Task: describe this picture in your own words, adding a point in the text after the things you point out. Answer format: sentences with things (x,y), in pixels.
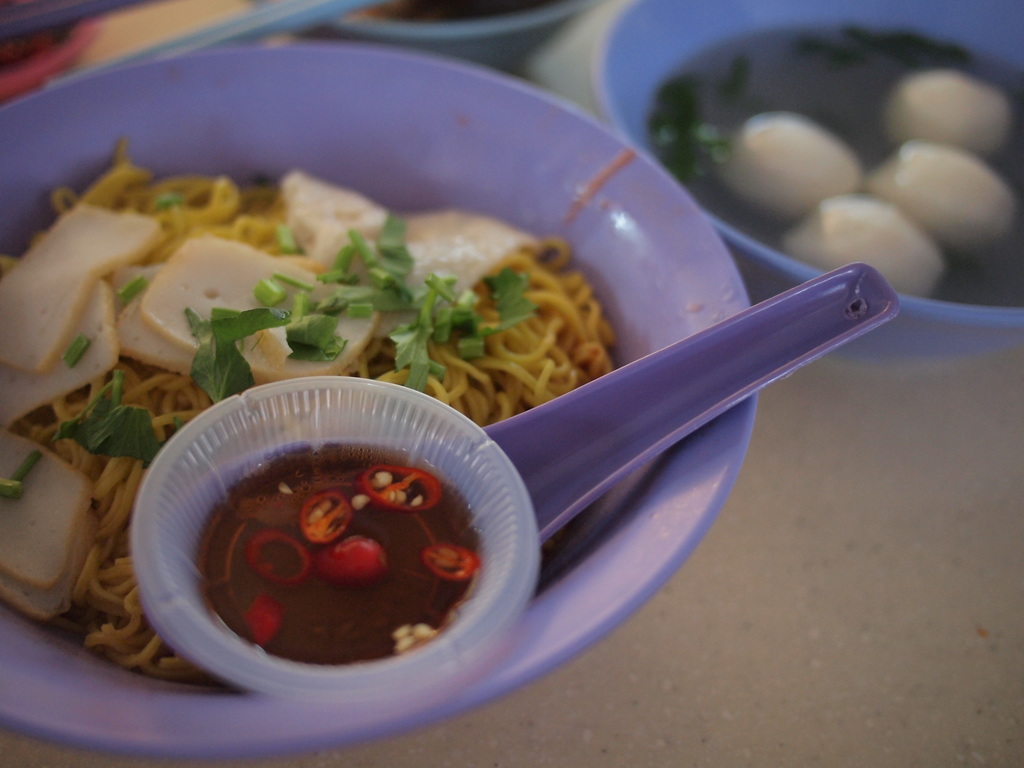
In this image there is a table (821,665) and we can see bowls (500,528) containing food (1009,205) and sauce (379,575) placed on the table (797,644).
